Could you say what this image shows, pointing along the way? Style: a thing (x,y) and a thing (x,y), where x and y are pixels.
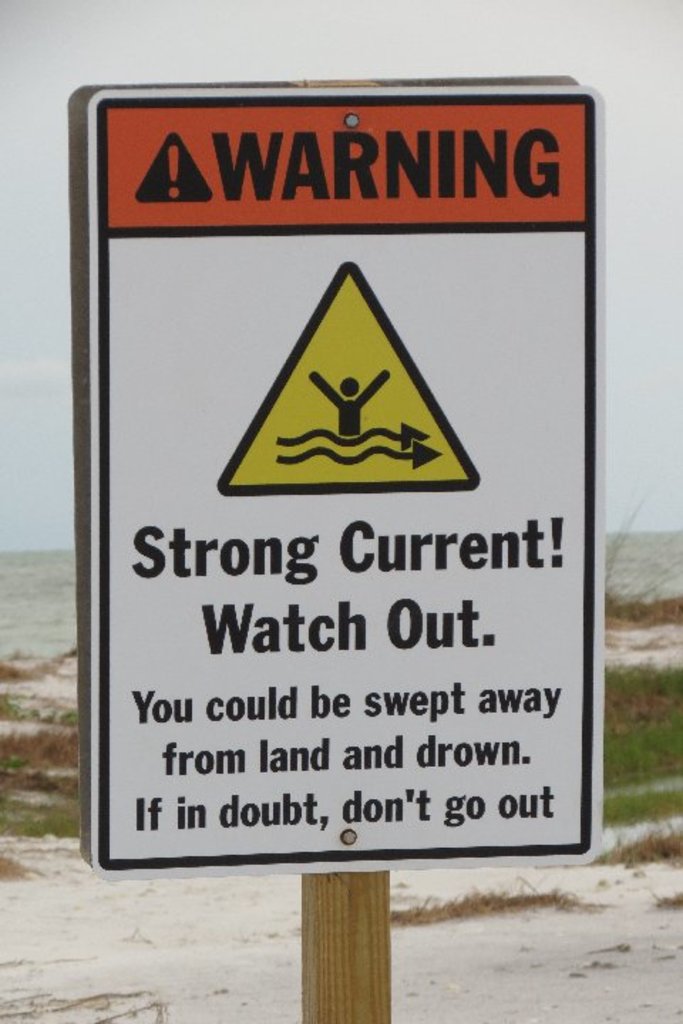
In this image, we can see a name board (385,719) with wooden pole (372,973). Background (672,794) we can see grass (645,766), ground (523,938) and sky (589,11).
